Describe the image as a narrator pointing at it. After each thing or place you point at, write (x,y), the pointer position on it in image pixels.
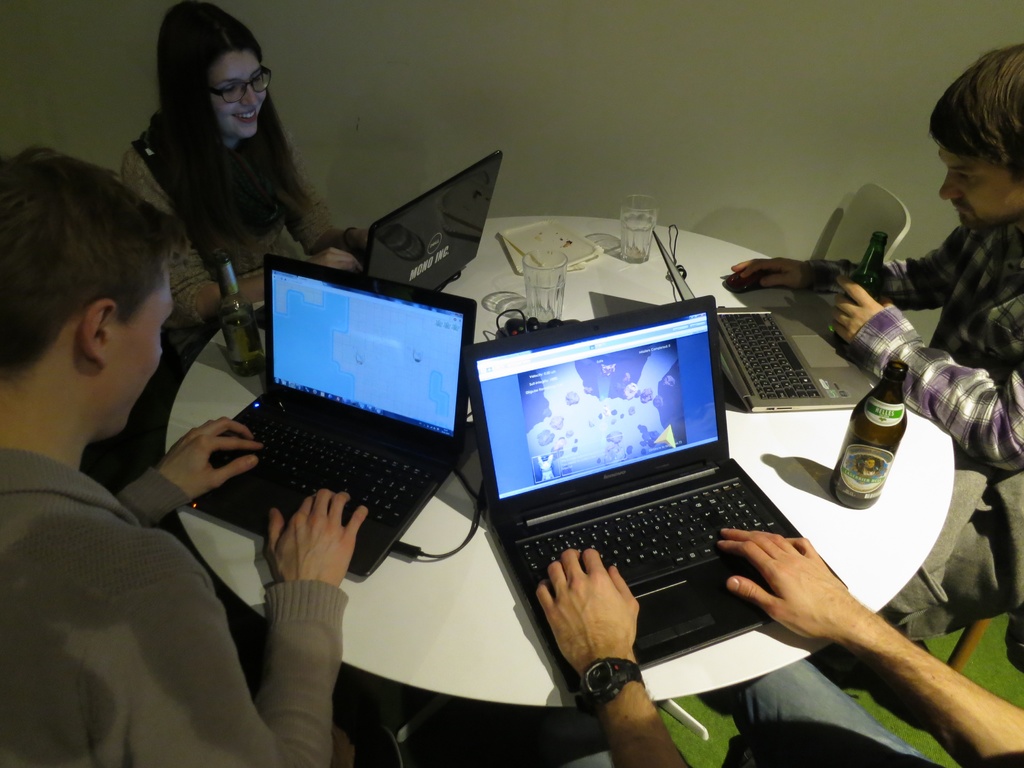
In this picture I can observe four members (178,190) sitting on the chairs (846,219) around the table (719,276). I can observe laptops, glasses (551,279) and bottles (869,446) placed on the tables (397,650). In the background (540,125) I can observe wall (586,73).
